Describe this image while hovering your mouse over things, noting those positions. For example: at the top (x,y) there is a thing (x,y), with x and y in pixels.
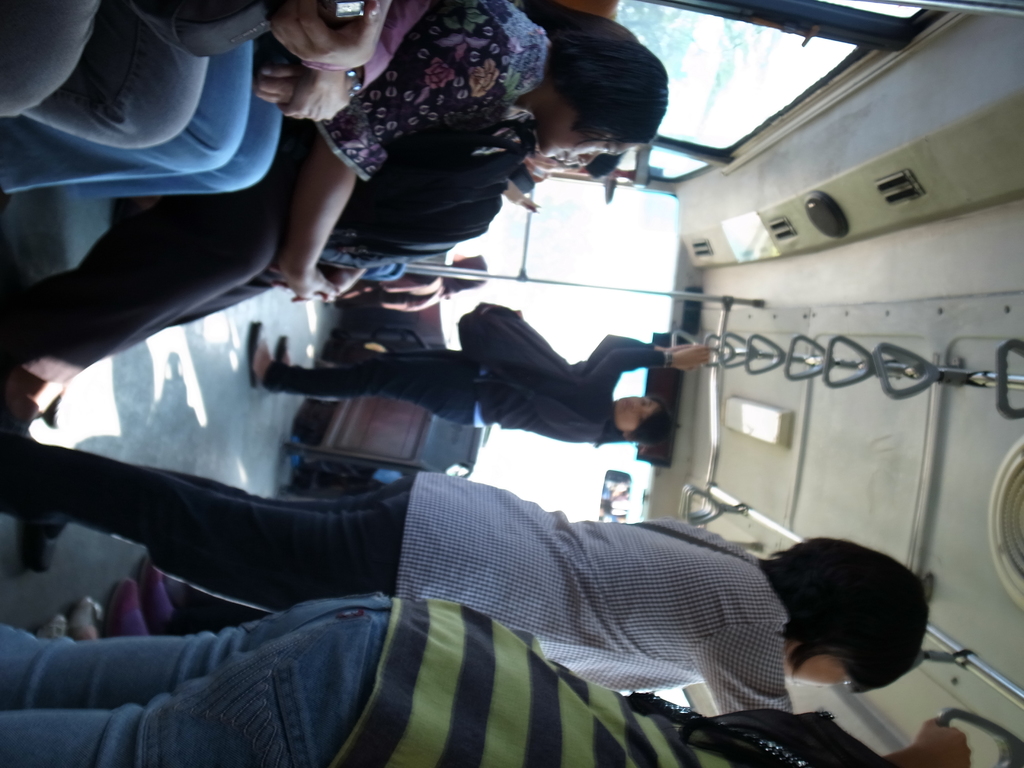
In this picture I can see a group of people (284,145) are sitting at the top (270,75). In the middle (508,326) few persons (648,547) are standing and holding the roof handles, it looks like an inside part of a vehicle (520,444). At the top (760,97) there are glass windows (736,137).
